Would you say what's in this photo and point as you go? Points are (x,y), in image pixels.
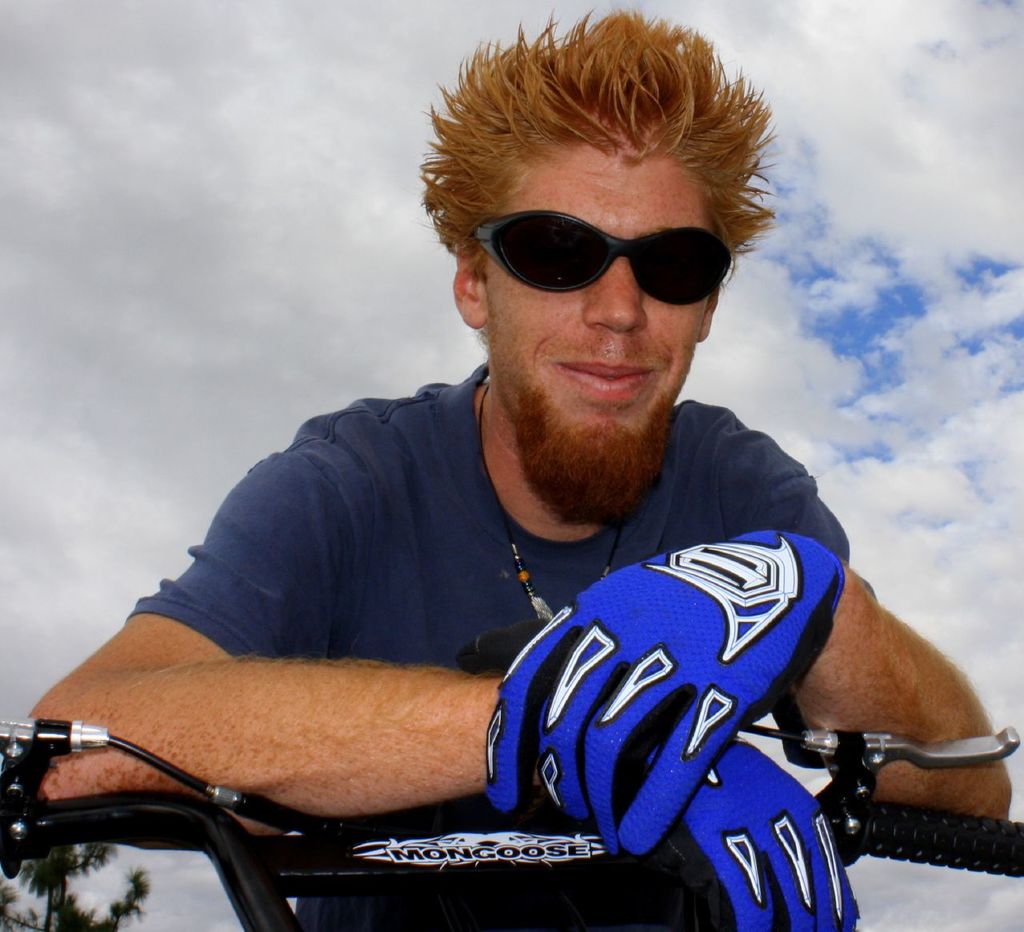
This image is taken in outdoors. In this image there is a man (98,672) placing his hands (844,908) on a bike (261,815) wearing a gloves (640,709) to his hand (728,739). At the background (65,392) there is a sky (69,244) with clouds (930,401) and trees (66,874).
